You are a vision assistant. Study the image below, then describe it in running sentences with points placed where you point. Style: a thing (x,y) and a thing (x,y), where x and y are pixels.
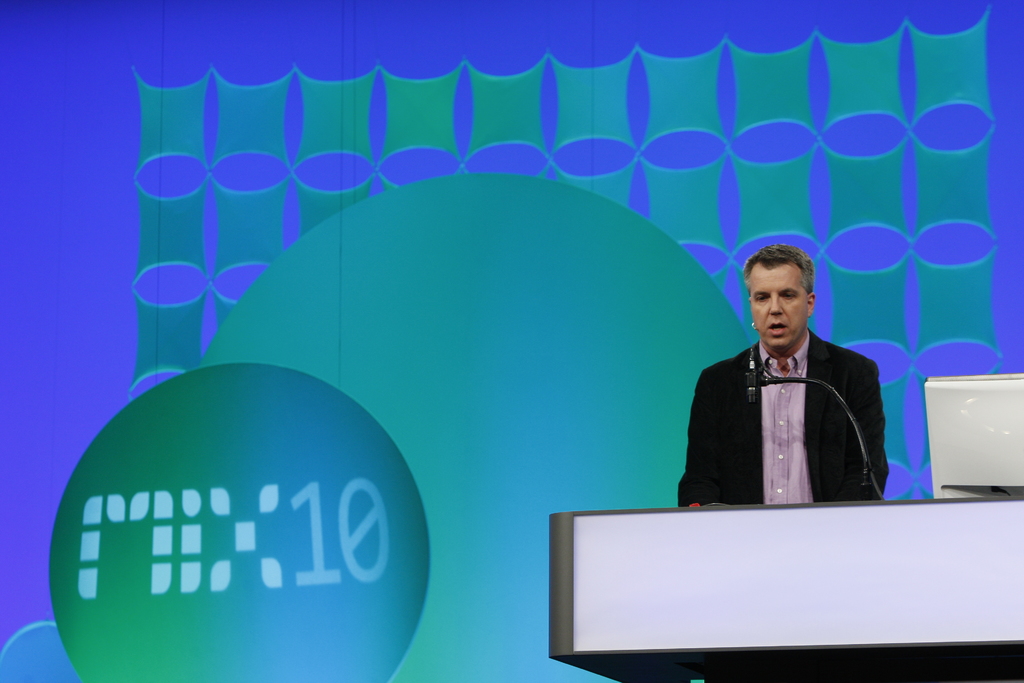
In this picture we can see a man (838,438) is speaking something, we can see a table (774,615) and a microphone (760,364) in front of him, on the right side (937,443) there is a monitor (937,432), it looks like a screen (447,242) in the background (454,364).
